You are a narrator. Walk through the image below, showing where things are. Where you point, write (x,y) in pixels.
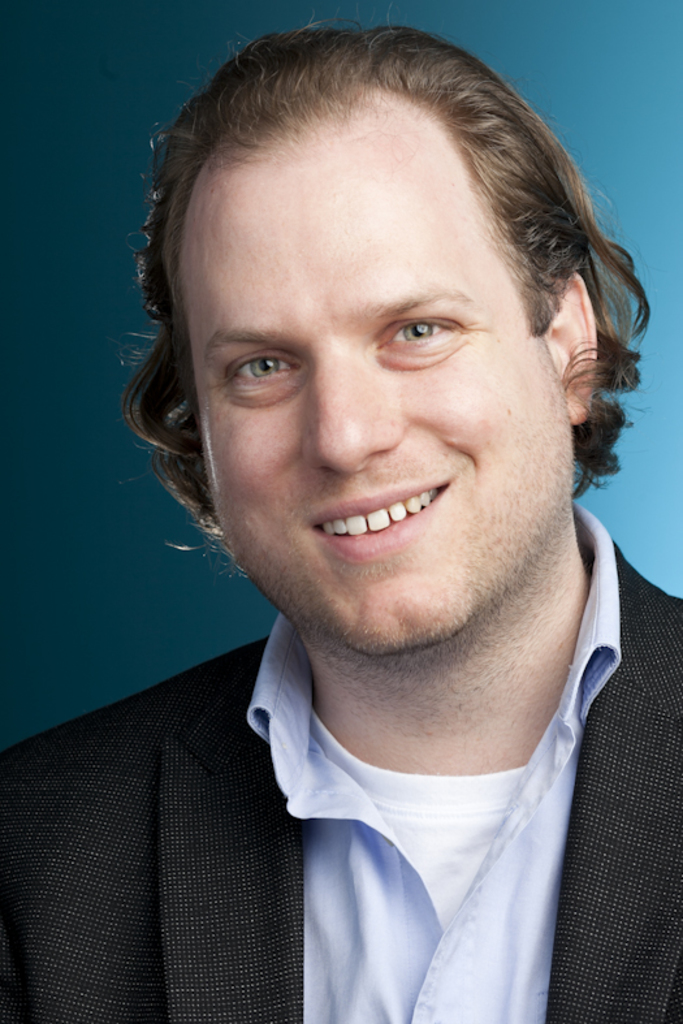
In the center of the image (418,586) we can see a person (339,739) is smiling and he is in a different costume (416,823). And we can see the blue colored background (43,128).
